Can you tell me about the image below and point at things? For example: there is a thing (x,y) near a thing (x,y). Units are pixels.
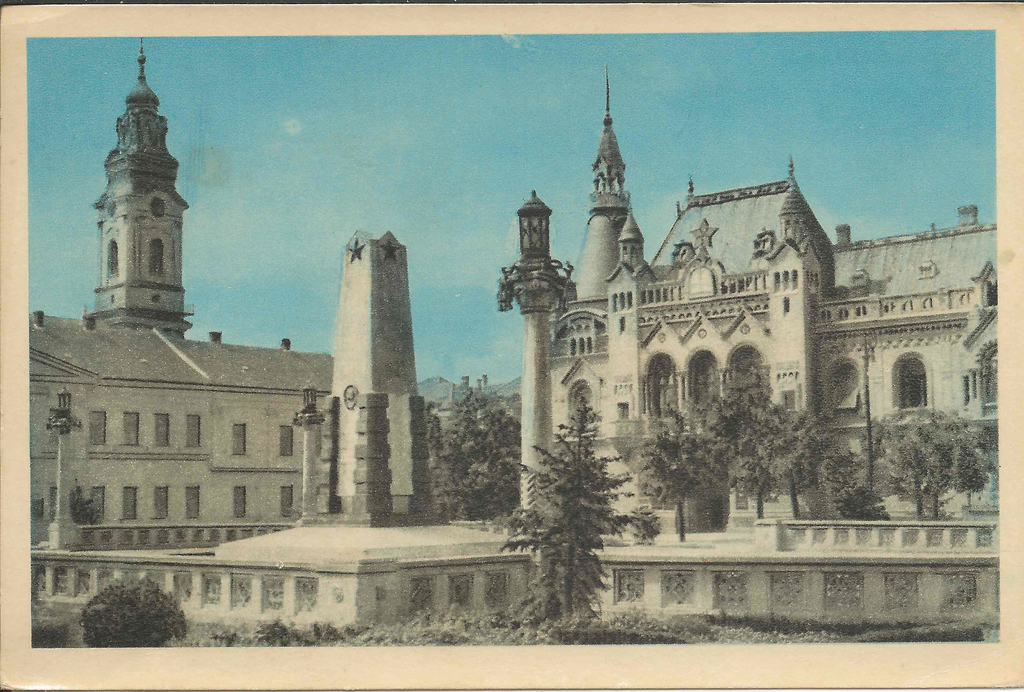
In this image I can see the buildings (636,334) with windows (565,346). In-front of the buildings (680,328) I can see many trees (467,514). To the left (297,423) I can see the pole (67,427). In the background (443,430) I can see few more trees (460,424) and the sky (327,121). And this is a photo.
